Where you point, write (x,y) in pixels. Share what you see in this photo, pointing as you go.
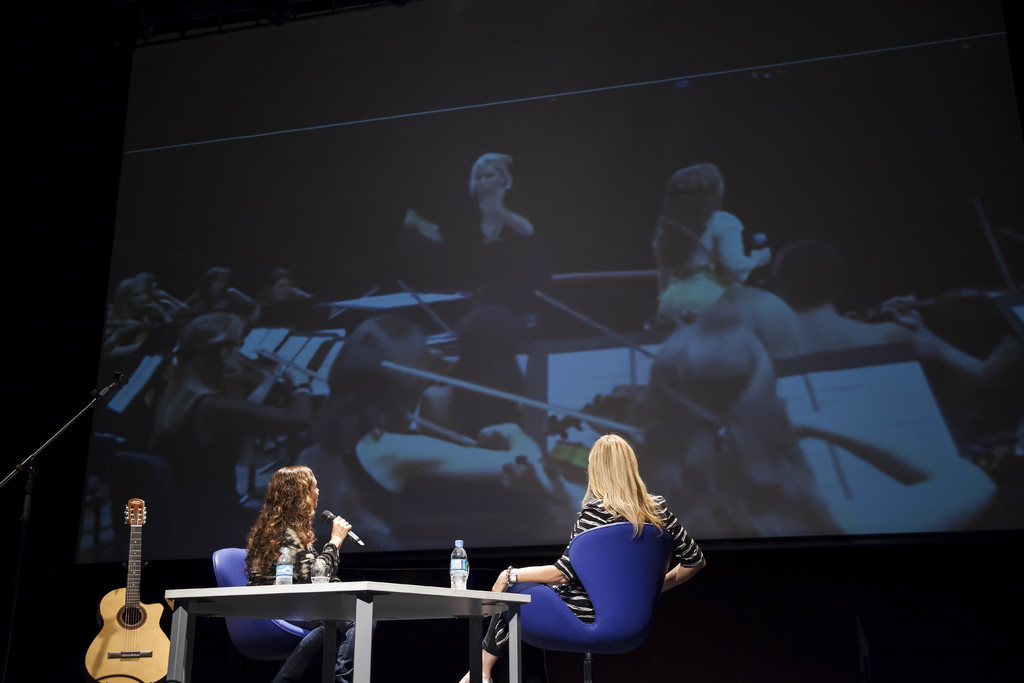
In this picture there are two women (693,556) who are sitting on the chair (610,632). Beside them I can see the water bottles (289,573) and glass (316,579) on the table (254,589). Beside the table (258,598) there is a guitar (151,637). In the projector screen (556,395) I can see the people (696,317) who are playing the violins (582,459) and a person (675,312) who is holding the mic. On the left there is a mic stand (24,516).
